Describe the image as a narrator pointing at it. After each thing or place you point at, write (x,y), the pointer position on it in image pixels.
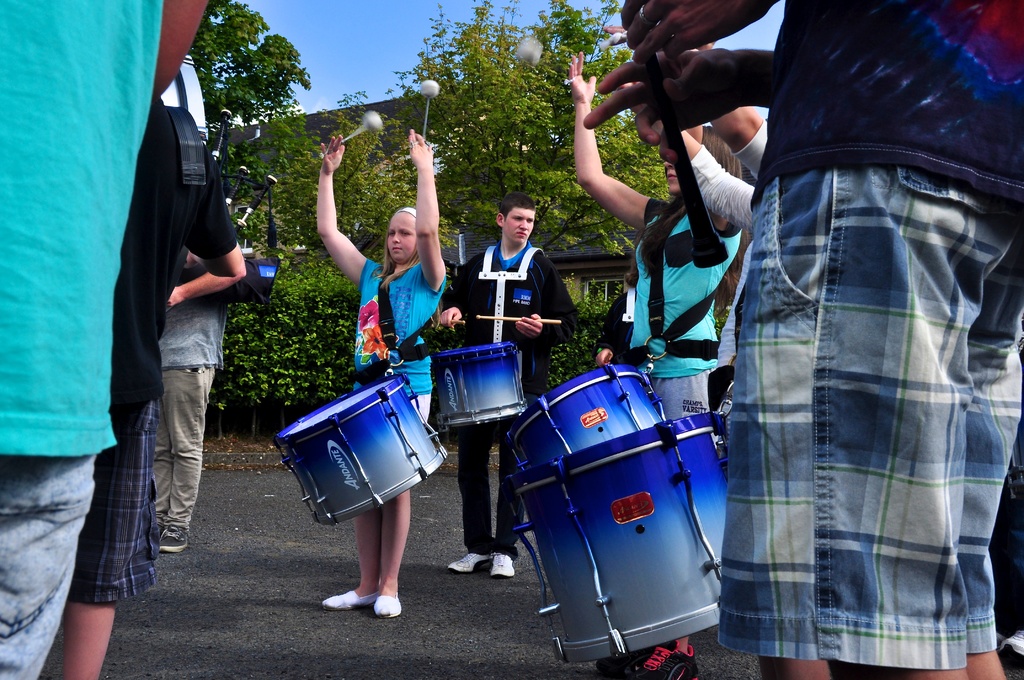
This picture Describe as a group of girls (403,270) and boys (479,258) are performing the band on the road (443,615), In center (364,304) a girl (364,313) wearing blue colorful t-shirt (414,318) holding a band stick (427,106) in her hand (329,164) and beside there is boy (477,333) who is wearing black jacket (535,374) and performing the band. On the left side (214,325) a man (192,361) wearing grey t-shirt (198,336) holding a bagpipe (245,218) in his hand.
